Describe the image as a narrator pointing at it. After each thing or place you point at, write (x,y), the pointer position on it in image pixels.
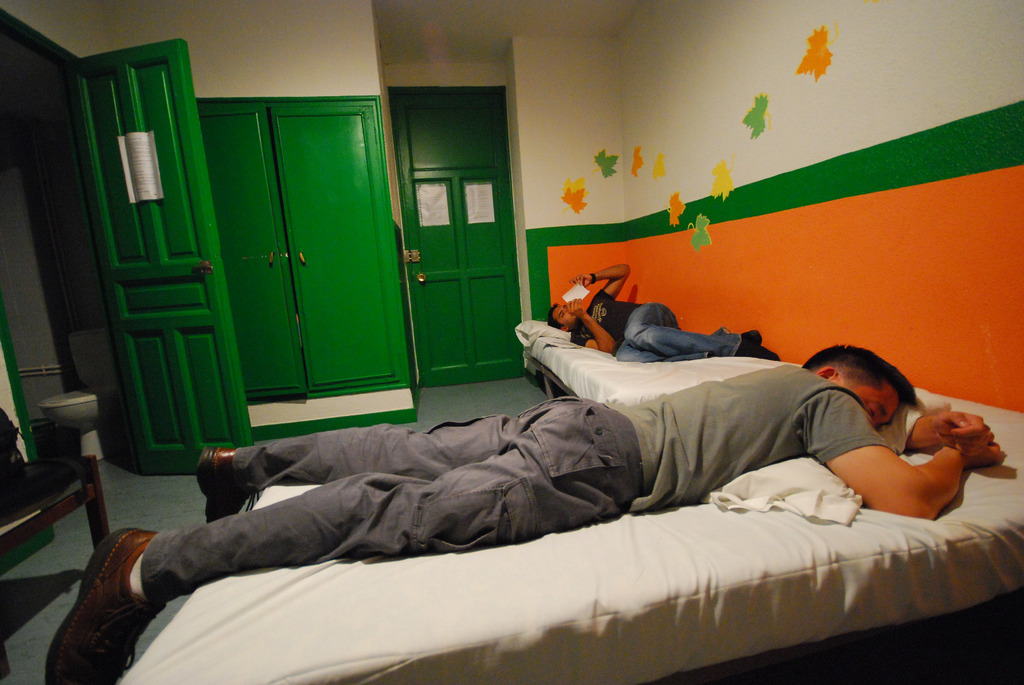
In this image I can see two people (560,454) are on the bed (762,547). Among them one person (588,317) is holding the paper (567,300). To the left (84,423) there is a toilet (69,415) and a paper (147,188) attached to the door (175,264). In the background (638,174) there are some wall paintings (602,162).
